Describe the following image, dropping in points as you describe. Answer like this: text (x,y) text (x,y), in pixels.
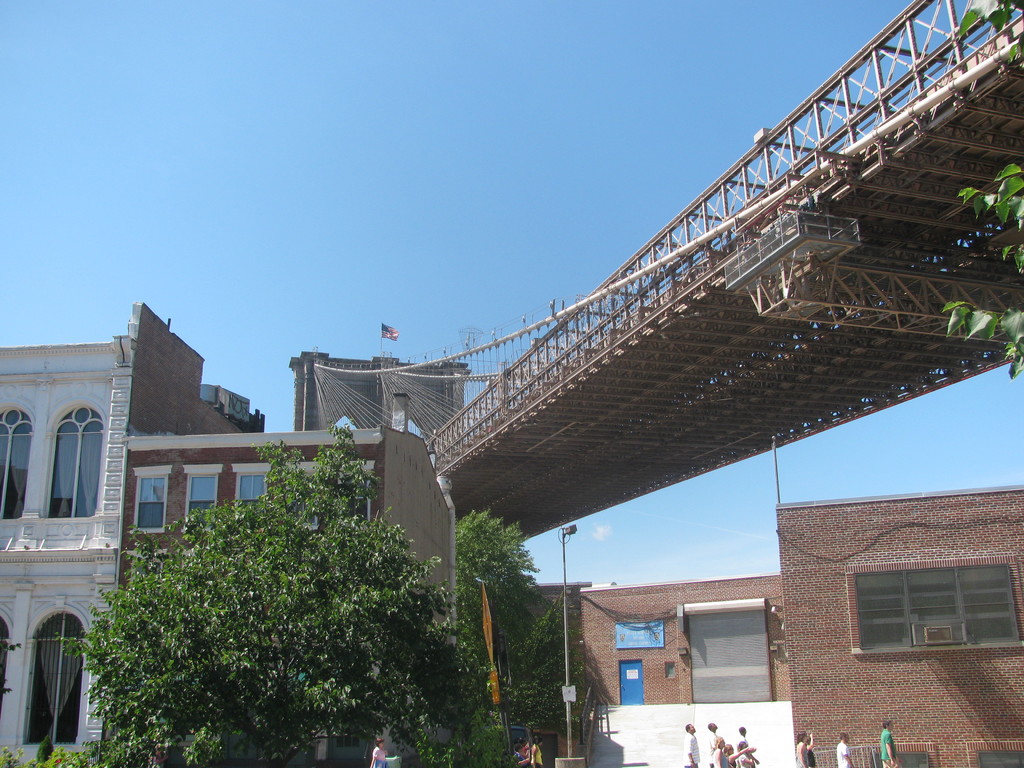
In the foreground of the picture (321,616) there are trees (540,685), streetlight (566,578), plants (75,767) and people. In the center of the picture (595,430) there are bridge (542,421) and buildings (415,516). At the top (567,148) it is sky (503,116).
